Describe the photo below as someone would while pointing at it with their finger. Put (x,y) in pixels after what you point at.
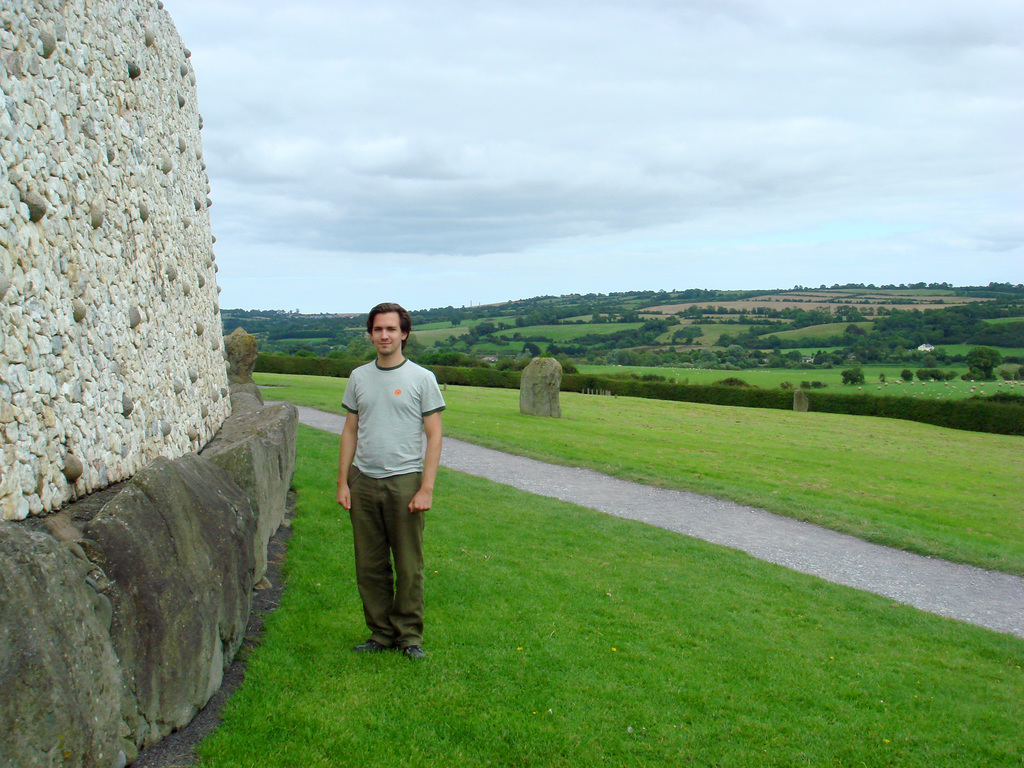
This is an outside view. On the right side (890,580) there is a path (709,524). On both sides of the path (735,505), I can see the grass (612,589). On the left side (105,133) there is a rock (127,539) and a wall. Beside this a man (384,419) is standing, smiling and giving pose for the picture. In the background (711,348) there are many trees (647,327). At the top of the image (711,110) I can see the sky (728,119) and clouds (371,169).
